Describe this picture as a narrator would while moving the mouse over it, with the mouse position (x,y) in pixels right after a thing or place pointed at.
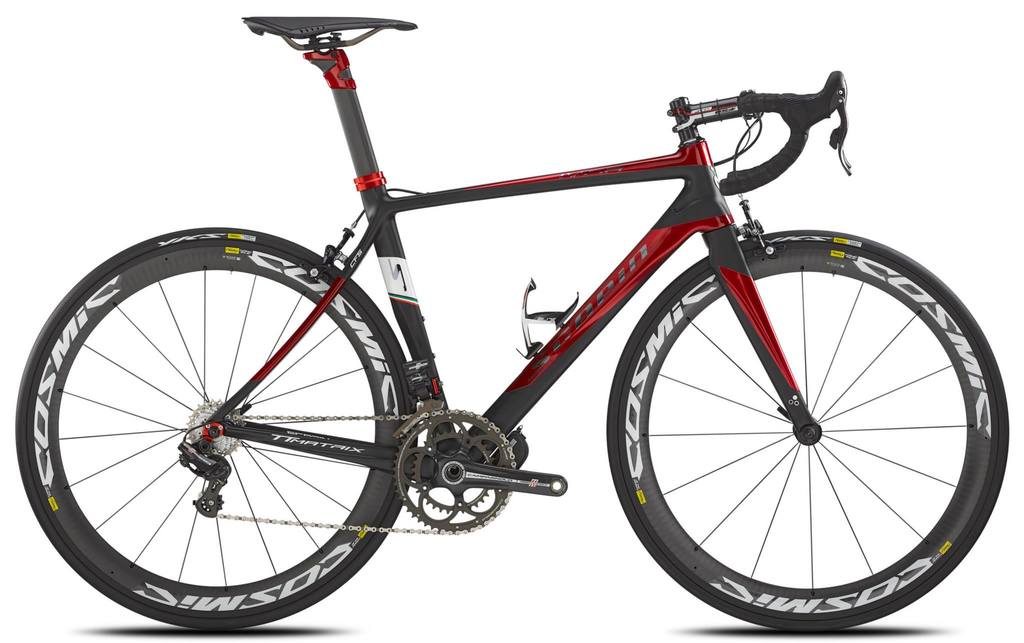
In this picture we can see a bicycle (599,315).
